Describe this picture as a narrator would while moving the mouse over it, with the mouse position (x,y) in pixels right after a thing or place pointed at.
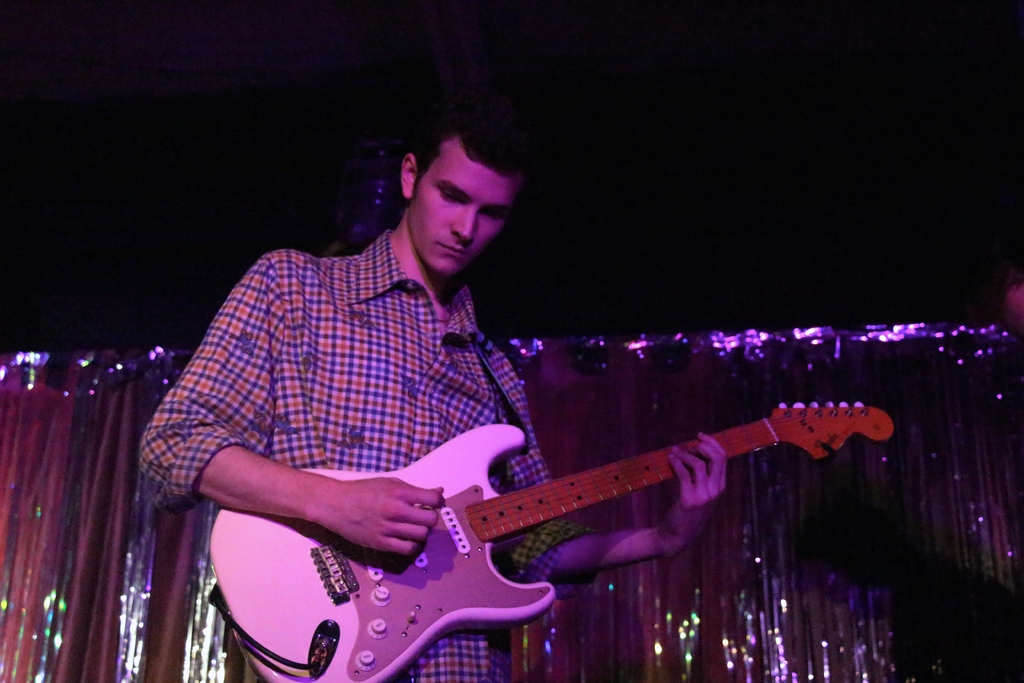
This image consists of a man (378,395) playing a guitar (506,600). At the top (979,199), the background is dark.
